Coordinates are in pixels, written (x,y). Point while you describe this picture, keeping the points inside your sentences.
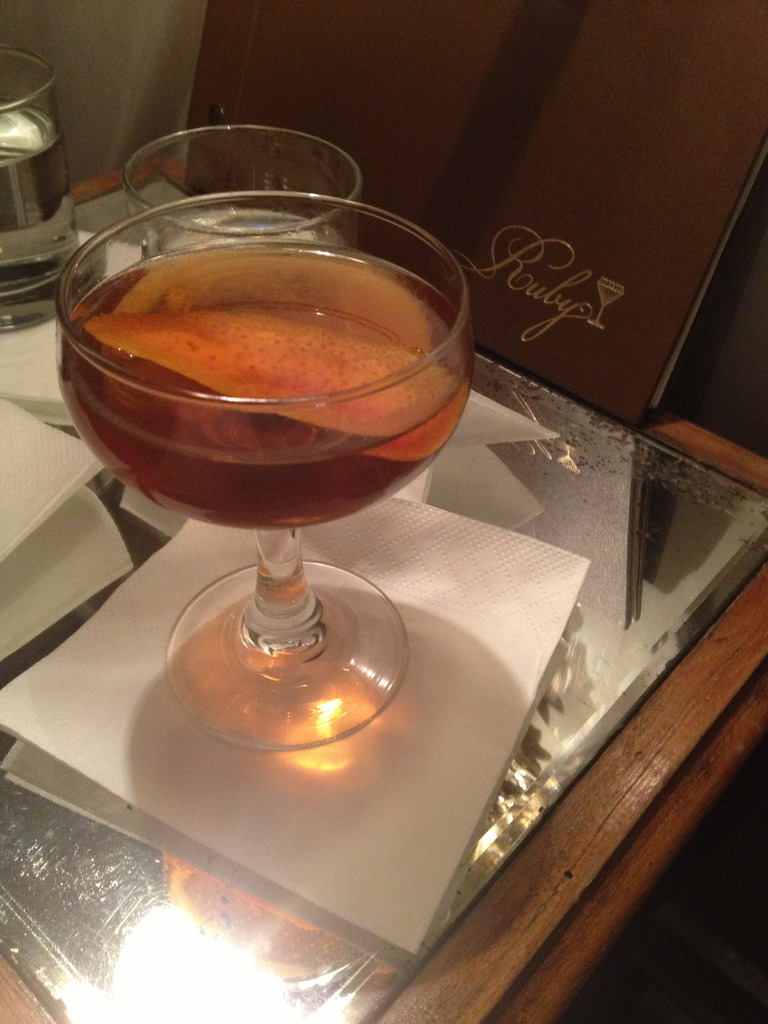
It is a wooden glass table (569,719). A glass (364,509) is placed on the table (533,448). This is a tissue (51,496) and there is another glass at the left corner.
